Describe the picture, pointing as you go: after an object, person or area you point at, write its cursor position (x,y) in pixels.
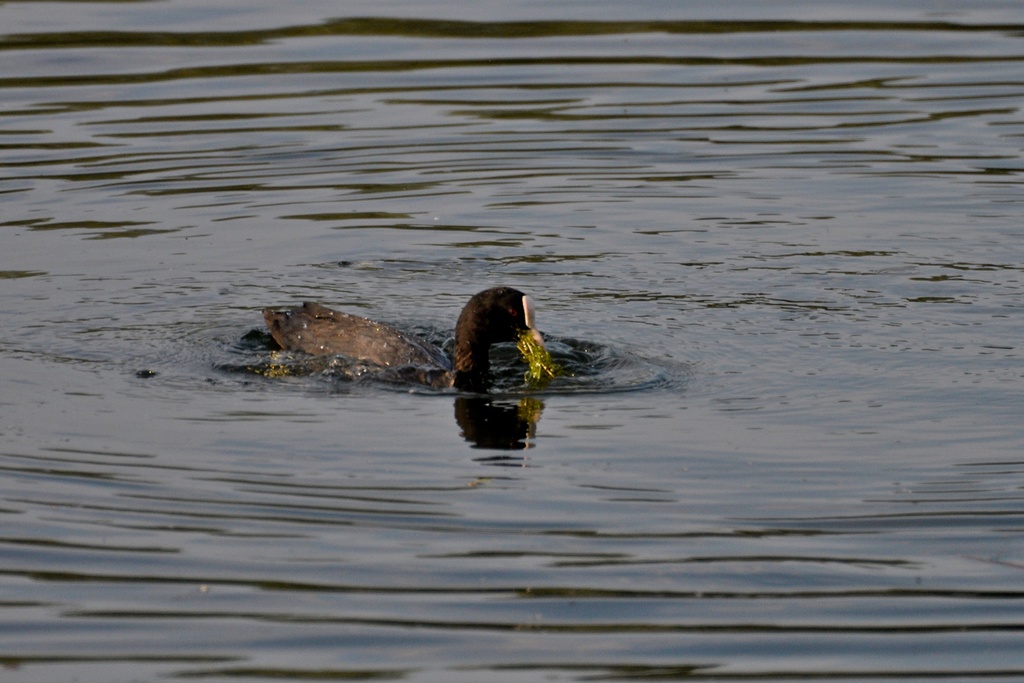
In this image we can see a duck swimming on the water (414,298).
